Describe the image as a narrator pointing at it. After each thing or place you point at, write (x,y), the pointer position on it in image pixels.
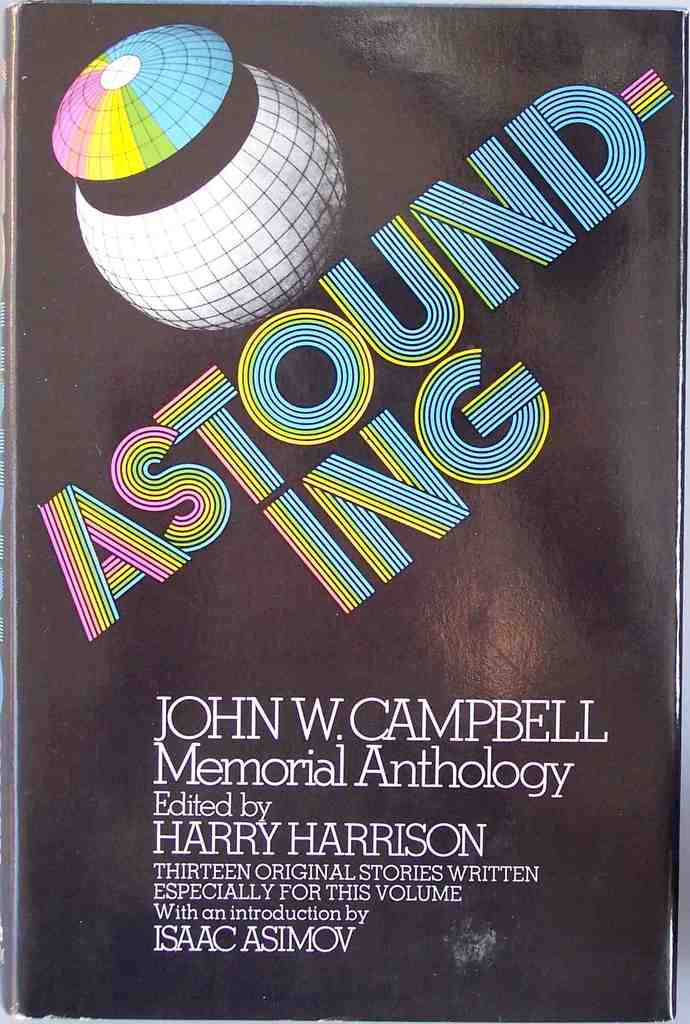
In this picture I can see there is a cover page (361,572) of a book (380,339) and there is an image (272,183) on it, there is something written on it.
